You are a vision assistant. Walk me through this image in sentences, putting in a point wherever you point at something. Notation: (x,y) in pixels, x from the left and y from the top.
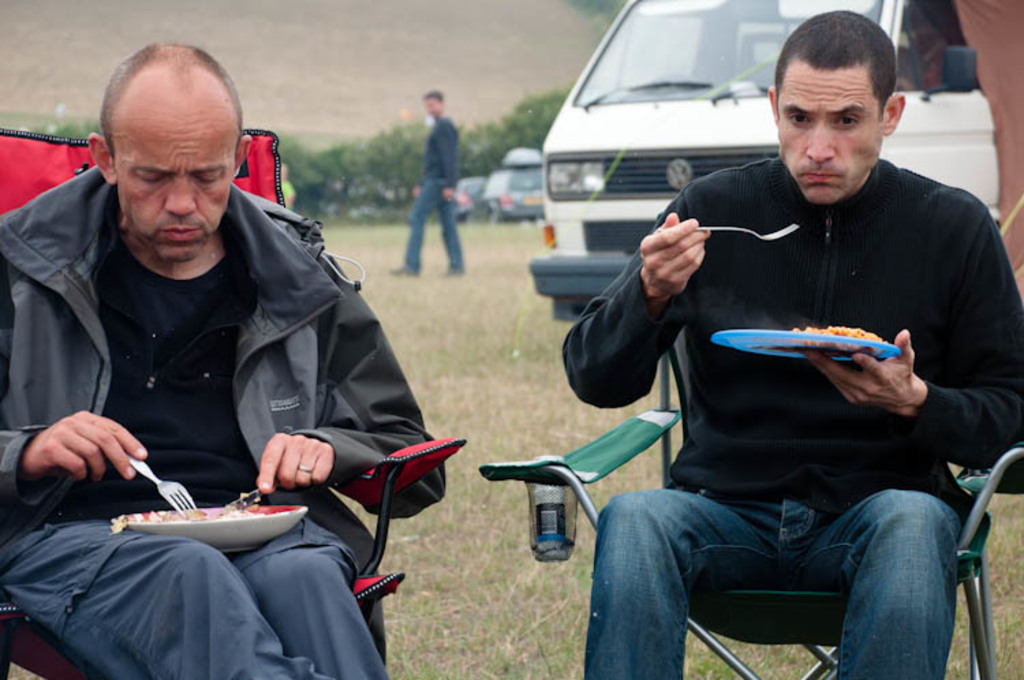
In this image I can see two persons (621,365) sitting on chairs (575,516) and holding forks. There are food items (204,512) on the plates (179,529). There is a person (448,273) standing, there is grass (484,286), there are vehicles (596,133) and there is a blur background (480,23).
